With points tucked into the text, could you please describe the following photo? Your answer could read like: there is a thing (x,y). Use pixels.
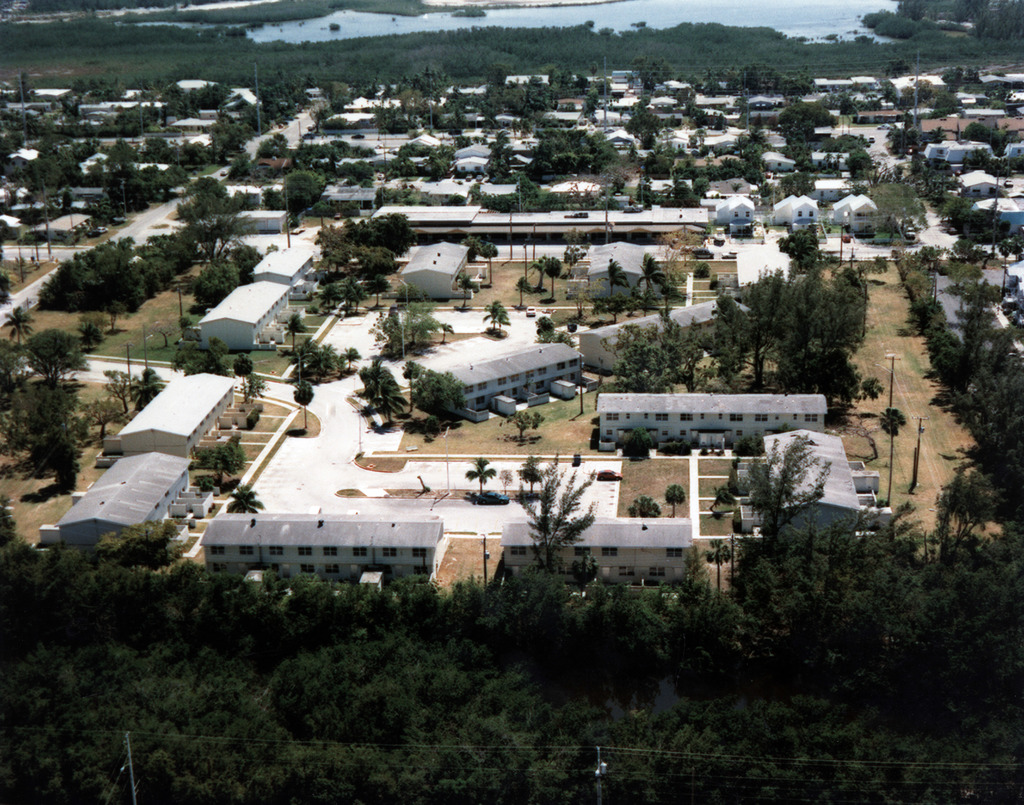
In this image I can see group of buildings (973,183) and trees (364,255) at the top (543,11) I can see the lake (285,29) at the bottom (837,764) I can see power line cables (917,760) and poles (599,759).
